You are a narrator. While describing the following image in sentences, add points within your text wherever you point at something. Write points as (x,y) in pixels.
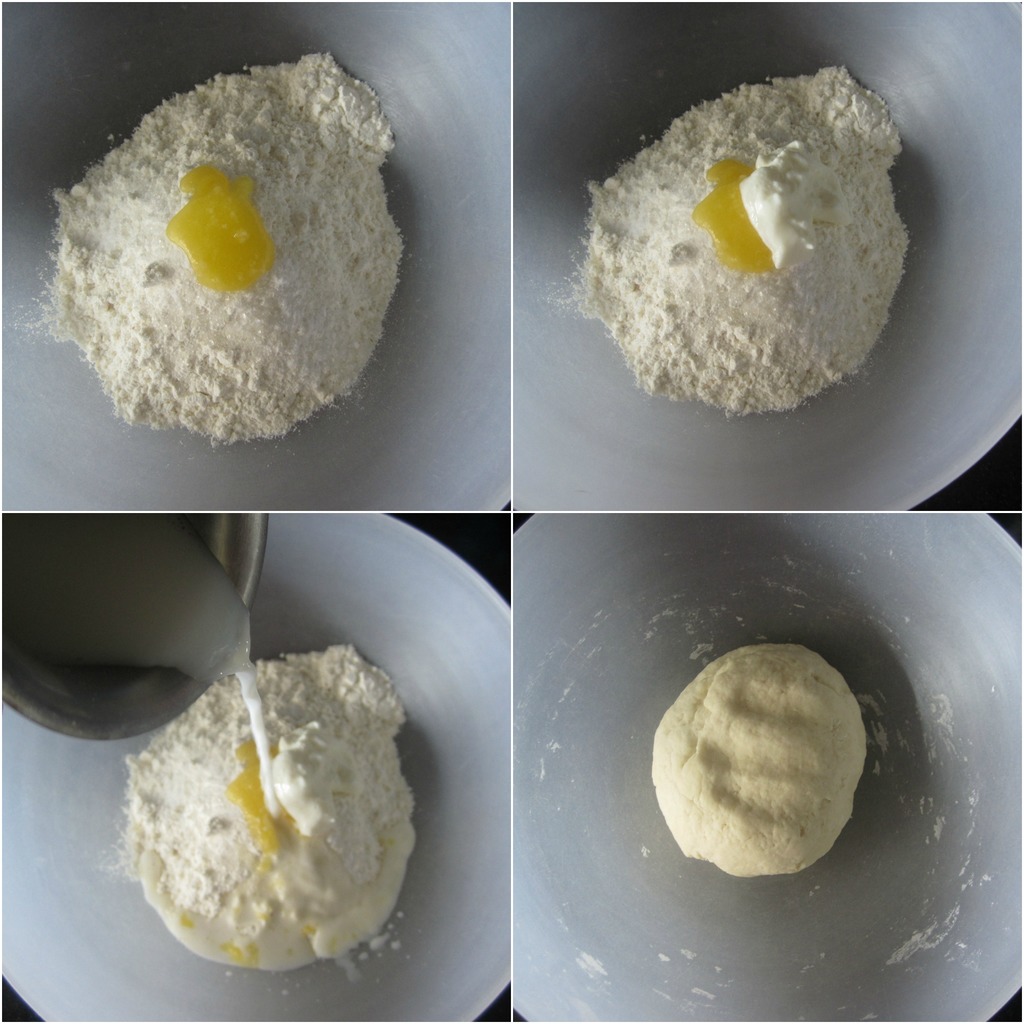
In the image we can see collage photos. In it we can see food items (248,791) like flour (394,804), liquid (220,629) and a dough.
